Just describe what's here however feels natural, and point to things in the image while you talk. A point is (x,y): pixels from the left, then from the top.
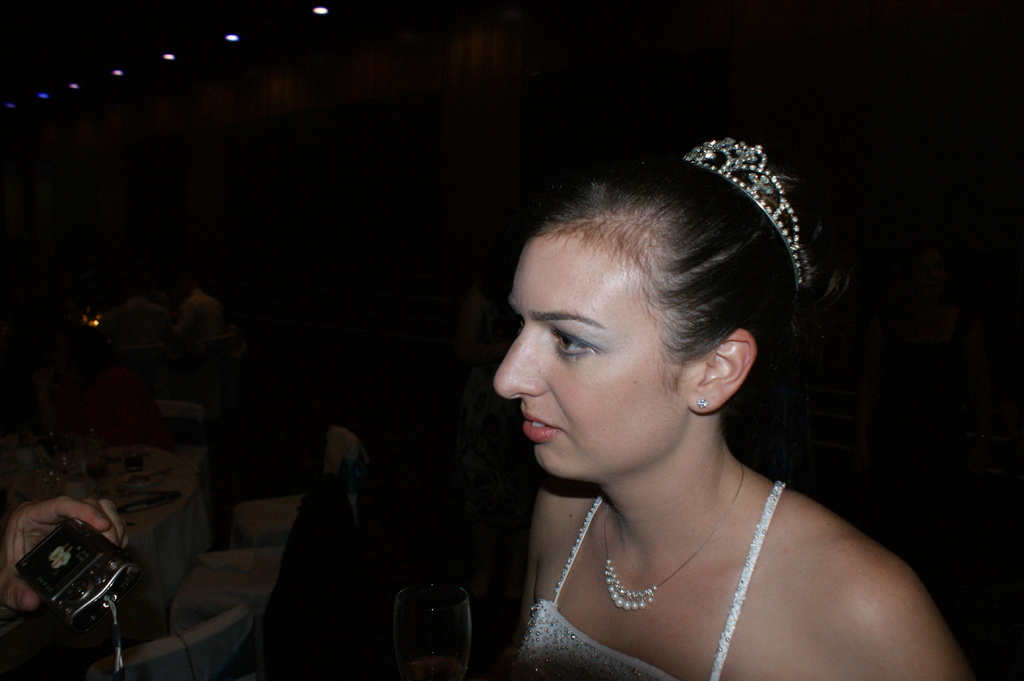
In this image I can see a woman (708,391), I can see she is wearing white dress (583,652), necklace (605,579) and a crown (700,158) on her head (758,304). Here I can see a hand (117,539) of a person (84,518) is holding a camera (77,549) and in the background (143,475) I can see few chairs (246,506), a table (189,494) and few people (156,315) over there. I can also see this image is little bit in dark from background (615,80).
